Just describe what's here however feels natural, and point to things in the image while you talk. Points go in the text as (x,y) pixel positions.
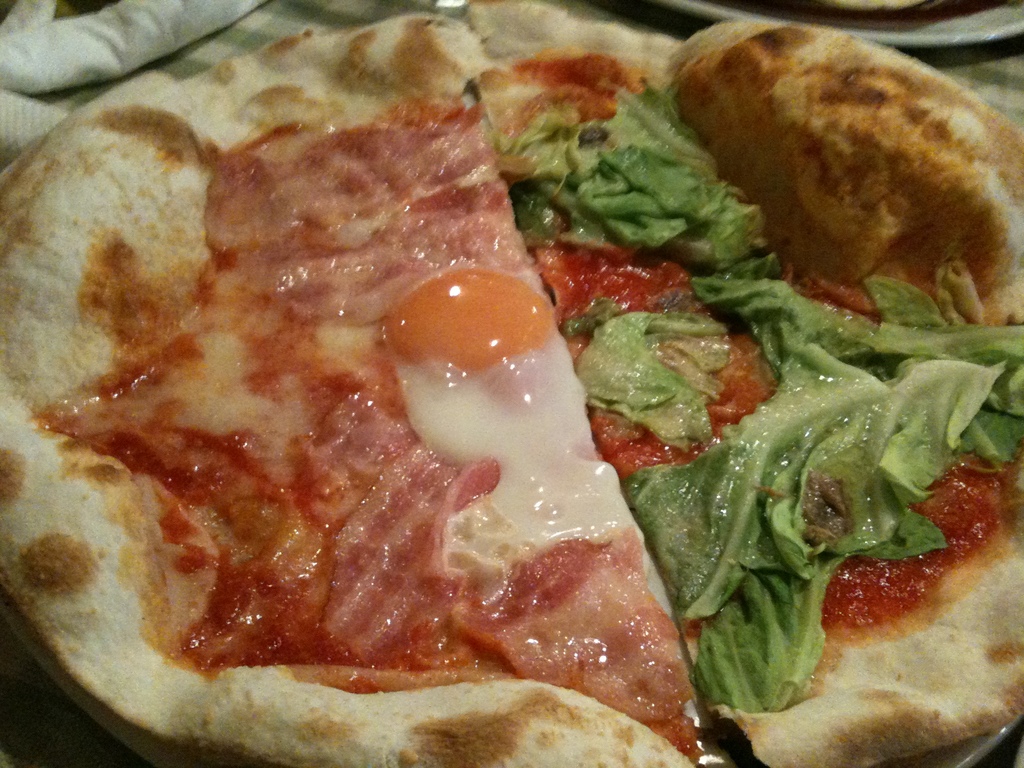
In the center of the image (464,363) we can see a pizza (474,364). In the background (272,26) there is a cloth (970,69) and a plate (937,42).
